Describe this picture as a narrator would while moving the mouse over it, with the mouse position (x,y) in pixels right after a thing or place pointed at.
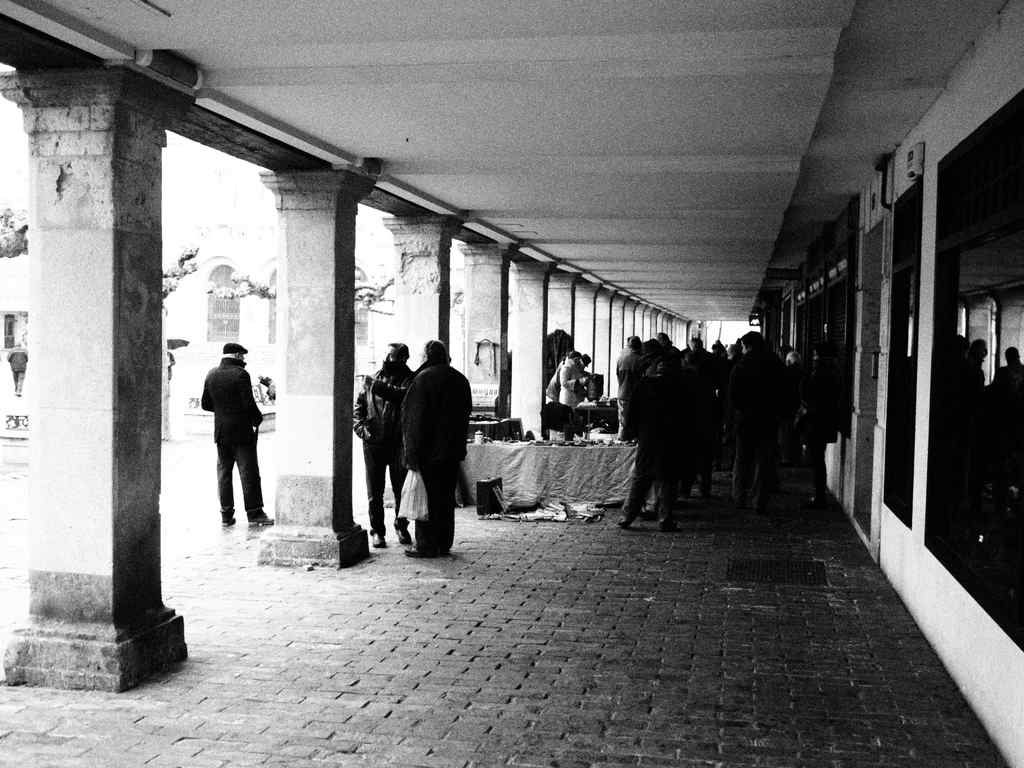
In this picture there are people (240,367) and we can see pillars (432,331) and objects (610,442) on tables (535,439). We can see wall (927,560), windows (997,576) and there are few objects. In the background of the image (175,302) it is not clear.
